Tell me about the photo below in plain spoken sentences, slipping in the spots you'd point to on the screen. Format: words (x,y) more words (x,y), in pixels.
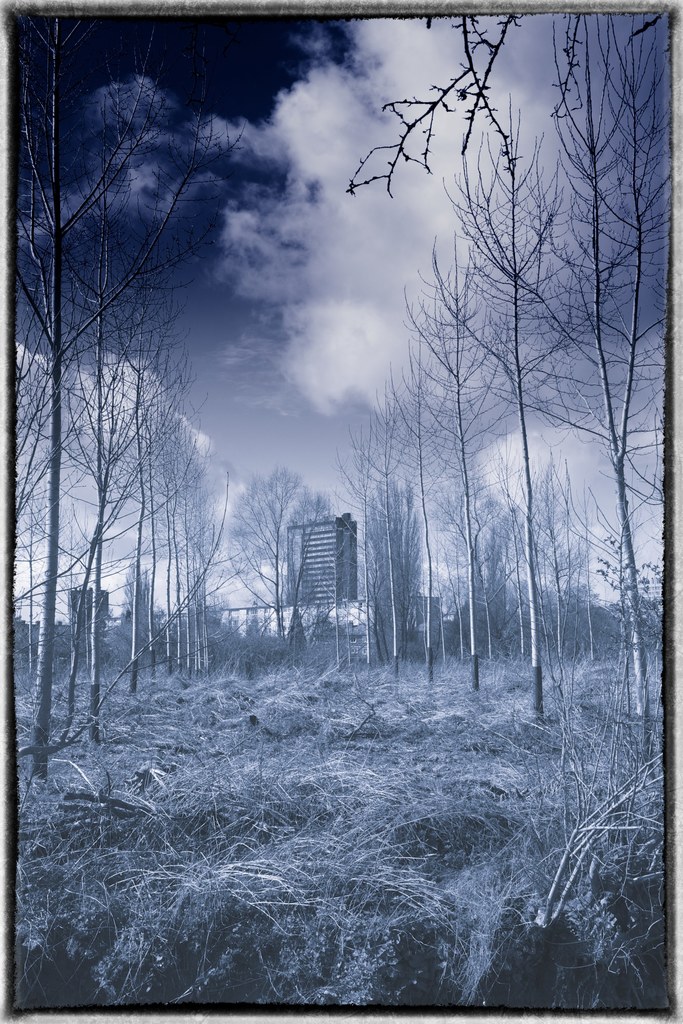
Here at the bottom (409,844) we can see grass (296,805) on the ground (483,843) and to left (131,431) and right side (469,532) we can see bare trees (423,433). In the background (290,594) there are trees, building (342,558), an object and clouds (280,271) in the sky (181,214).
